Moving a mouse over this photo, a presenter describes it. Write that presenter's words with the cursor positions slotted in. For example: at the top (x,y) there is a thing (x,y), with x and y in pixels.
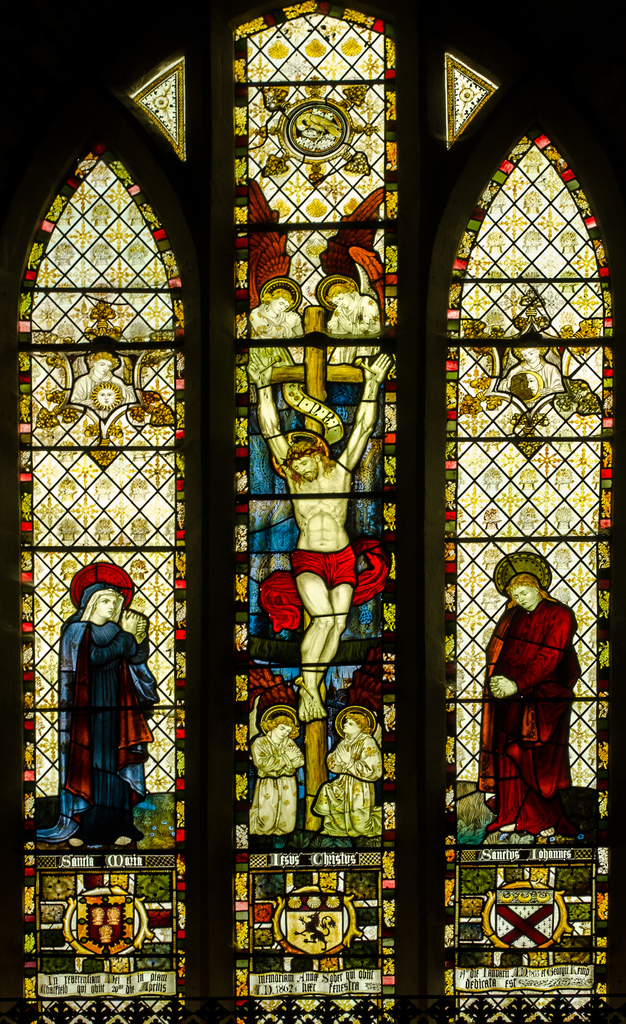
In this image, we can see the windows (57,568) and some painting (320,281) on it and in the background (449,178) we can see the dark.
